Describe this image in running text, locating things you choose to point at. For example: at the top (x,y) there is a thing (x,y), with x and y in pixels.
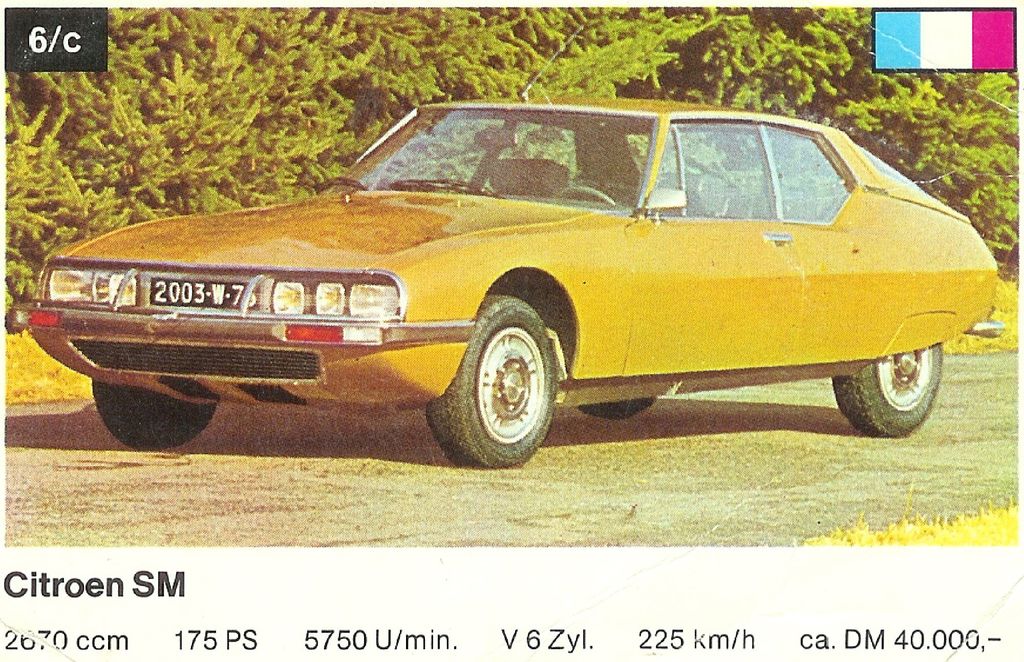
In this image we can see a photograph (179,217) of a car (168,247), beneath there are a few specifications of the car (612,162) mentioned, behind the car (559,162) there are trees (367,111).
